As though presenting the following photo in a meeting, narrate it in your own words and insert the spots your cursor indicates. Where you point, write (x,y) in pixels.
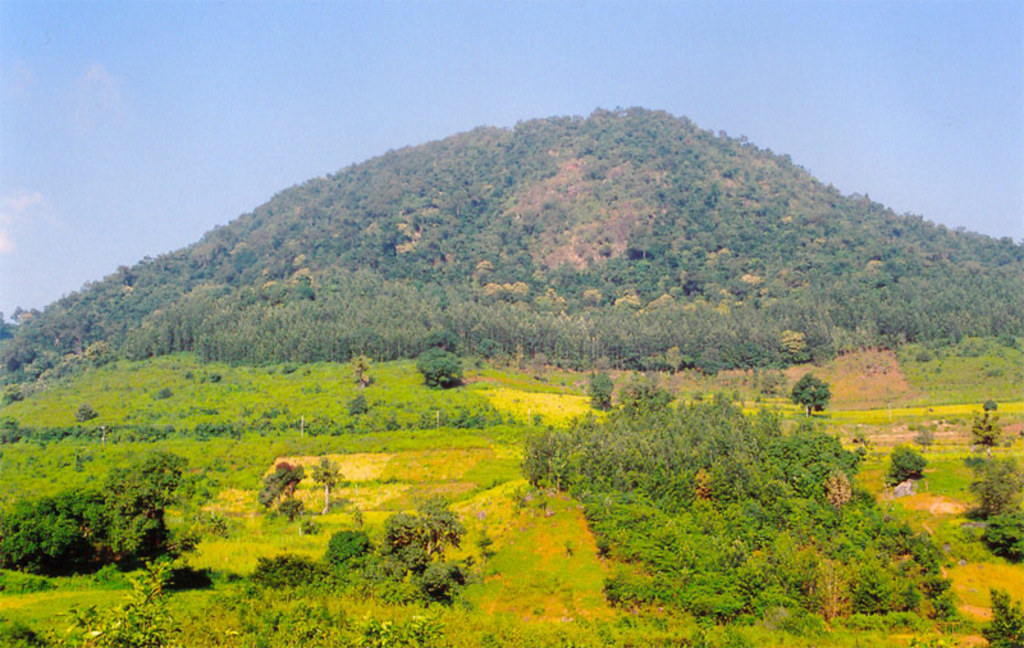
In this picture we can see a place (489,597) covered with grass (754,375), trees (63,518) & a mountain (547,236). The sky (153,172) is blue.
